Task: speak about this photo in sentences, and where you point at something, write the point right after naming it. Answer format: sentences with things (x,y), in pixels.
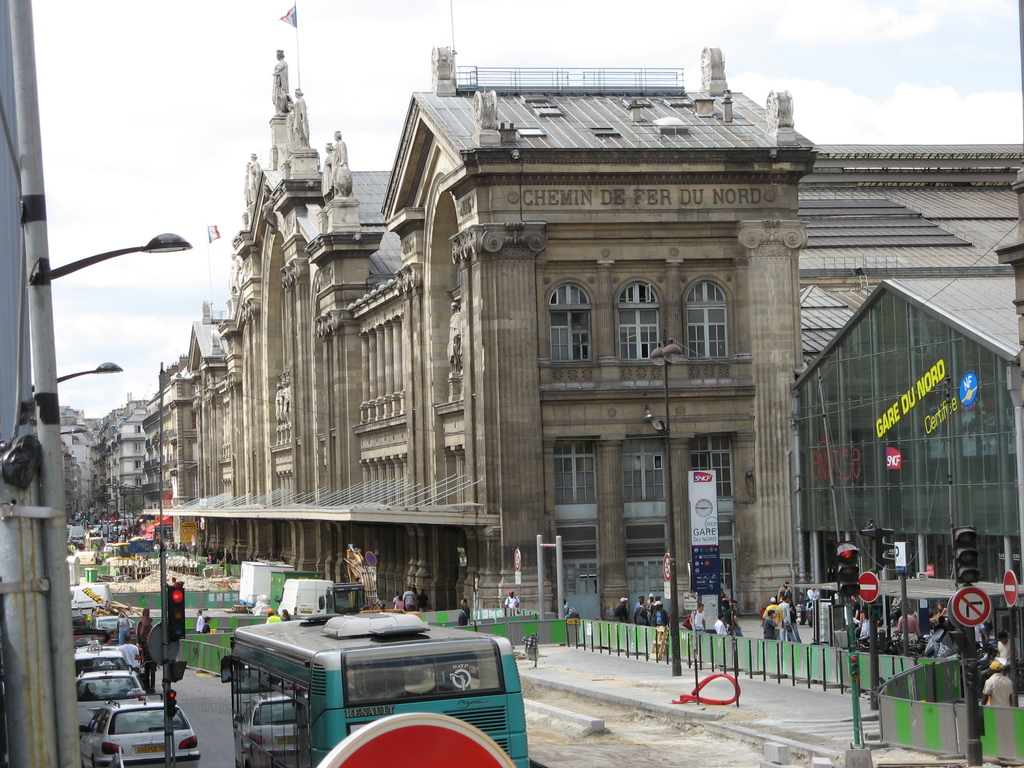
In this image we can see buildings (348,223), flags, sign boards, poles (673,598), traffic signals (182,594), persons (147,630), bus (305,703), cars (91,633), sky (168,290) and clouds (163,176).
